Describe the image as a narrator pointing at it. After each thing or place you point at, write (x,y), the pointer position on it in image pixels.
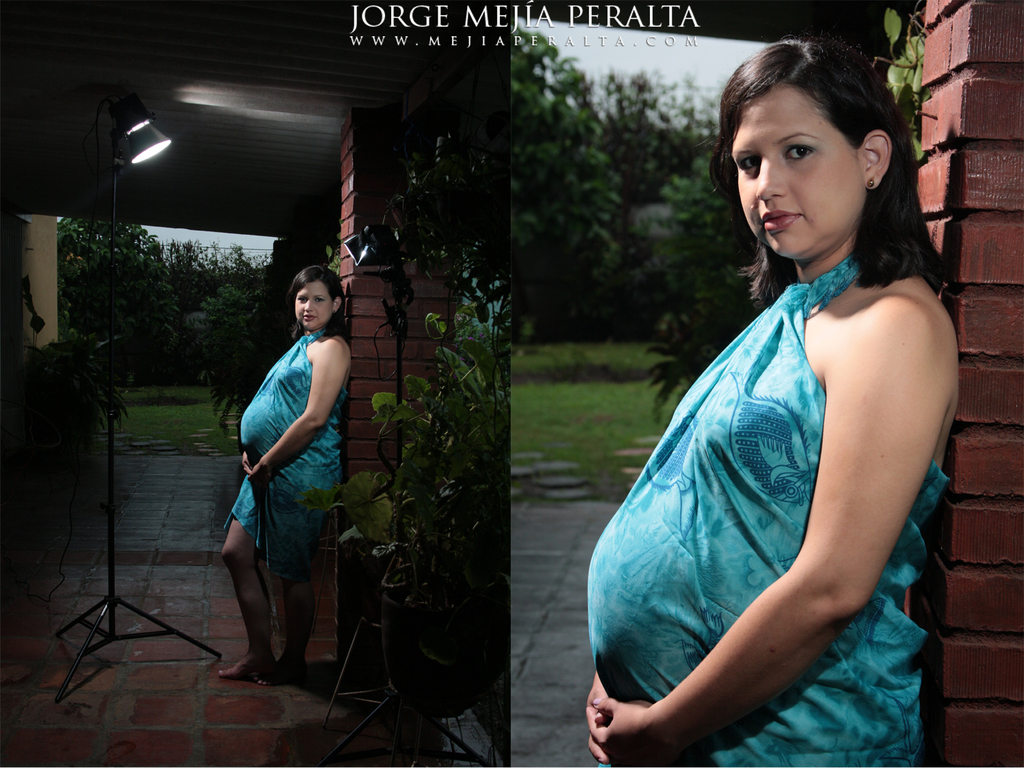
In this image we can see a woman (642,541) standing on the floor (217,520) and an electric light (141,156) that is attached to the tripod (112,167) is placed in front of her. In the background (611,109) we can see walls (385,111), trees (139,251), plants (216,298) and sky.
